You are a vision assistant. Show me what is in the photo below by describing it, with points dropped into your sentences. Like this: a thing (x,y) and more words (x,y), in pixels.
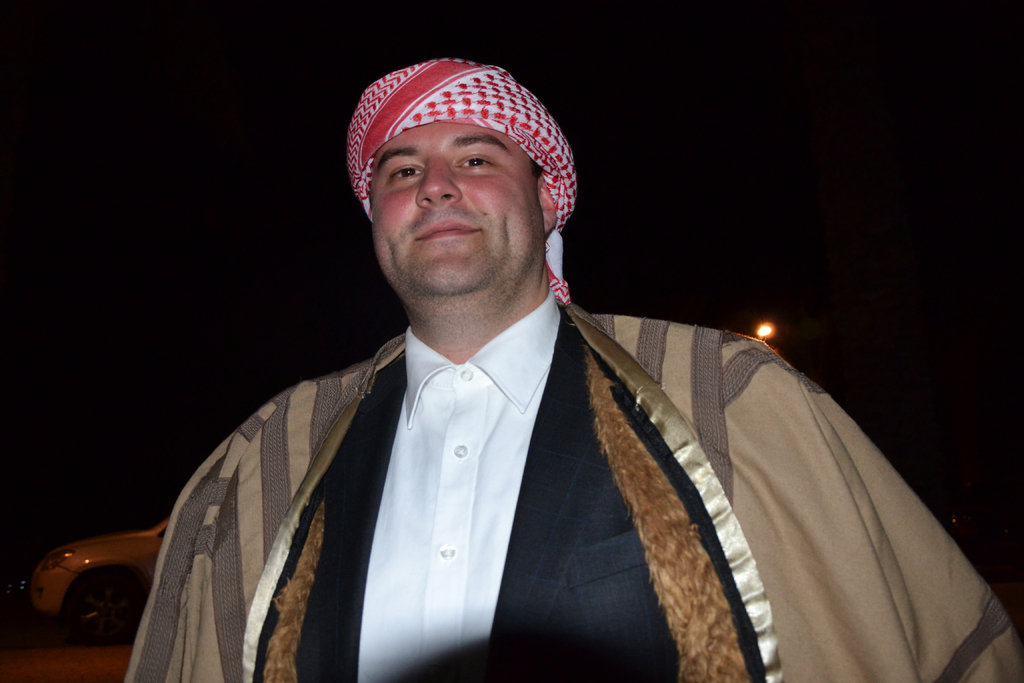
In this picture there is a person (567,474) wearing red color object (433,98) on his head (485,196) and there is a car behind him.
